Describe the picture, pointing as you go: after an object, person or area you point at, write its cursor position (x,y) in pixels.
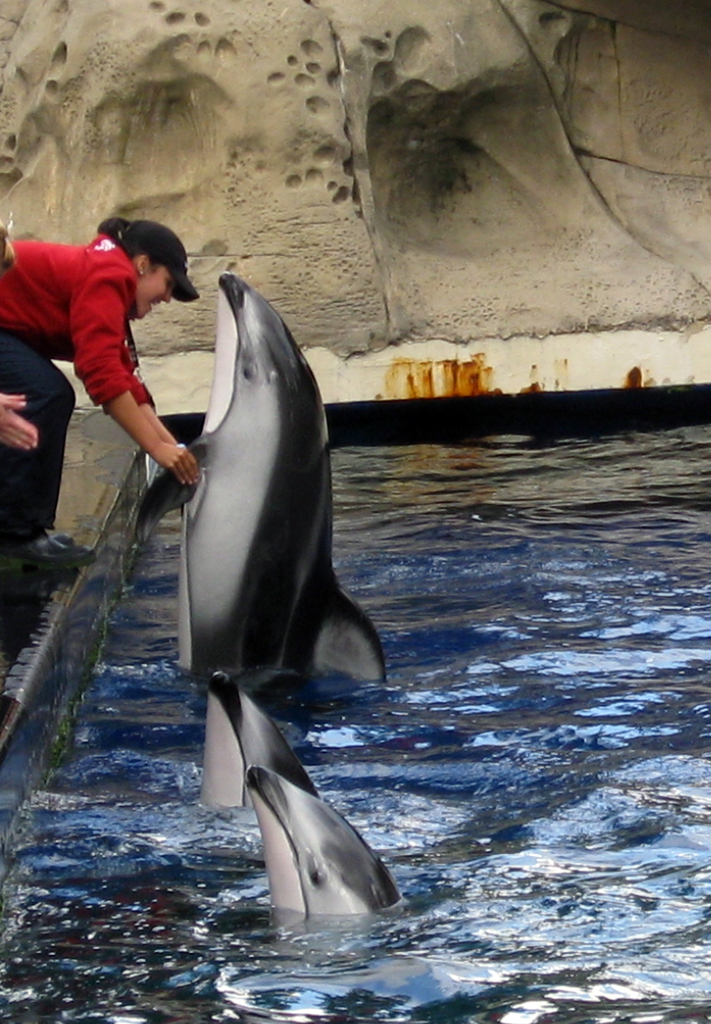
This image consists of water (298,740). In that there are dolphins (229,679). There is a person (56,416) on the left side (122,371). She is holding dolphin (258,503).
